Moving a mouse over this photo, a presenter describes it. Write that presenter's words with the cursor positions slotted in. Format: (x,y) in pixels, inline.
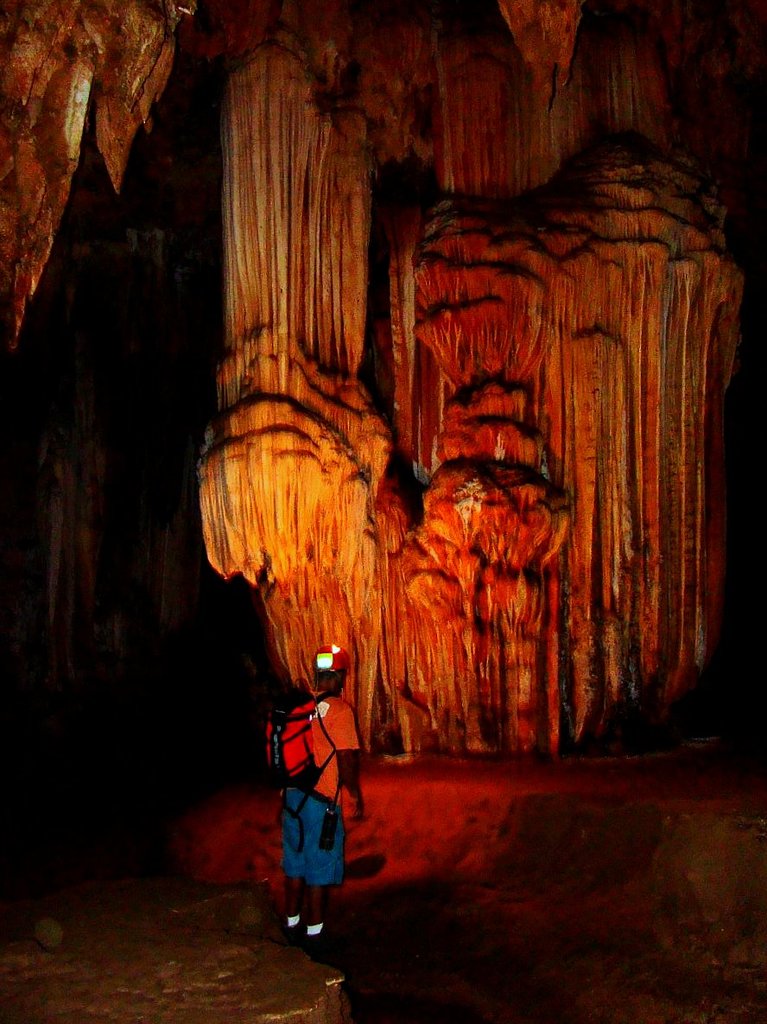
In this image there is a man (324,808) standing in the cave (271,784). He is wearing the red t-shirt (318,751) and a red bag (310,747). In front of him there is a rock (485,408). The man (324,689) is also wearing the cap (328,656).
